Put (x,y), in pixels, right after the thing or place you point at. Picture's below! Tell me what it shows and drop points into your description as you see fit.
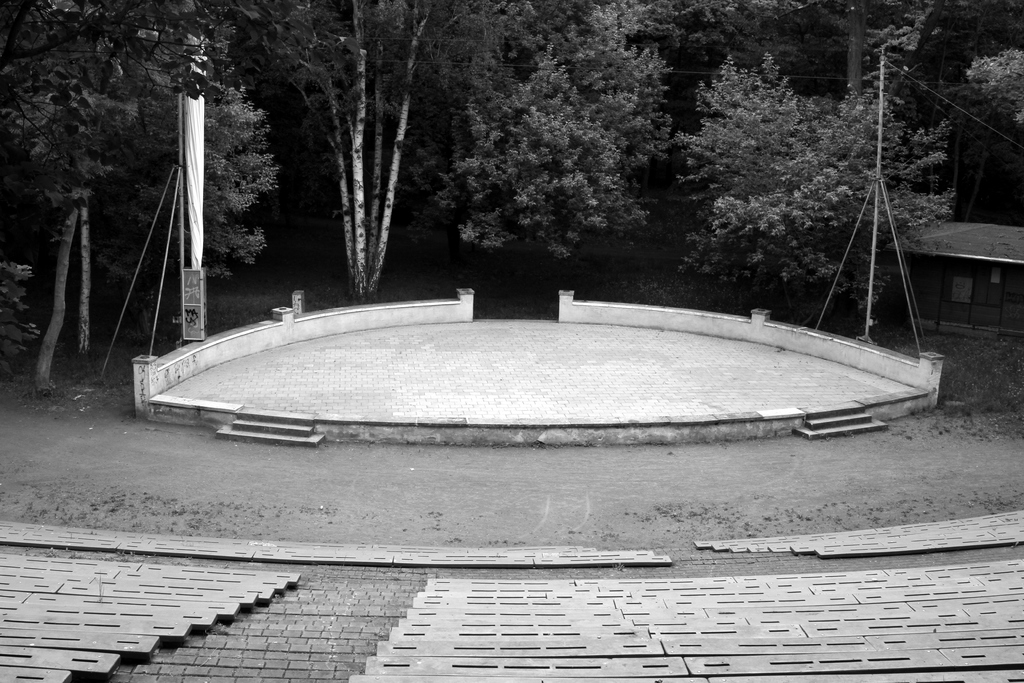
This is the picture of a black and white image and we can see the open air auditorium (497,543) and to the side, there is a hut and in the background (797,200), we can see some trees (863,240).
